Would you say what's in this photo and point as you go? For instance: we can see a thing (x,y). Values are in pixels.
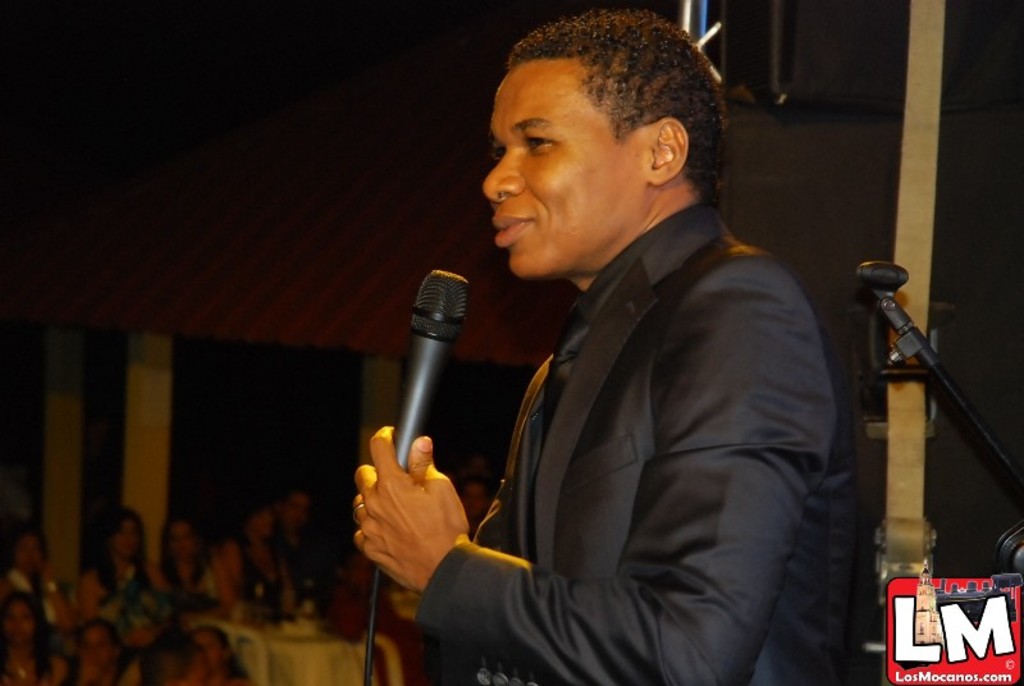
Background (387,167) is dark. We can see few persons (171,590) here. We can see a man (820,387) holding a mike (413,410) in his hand (374,523) and smiling.
